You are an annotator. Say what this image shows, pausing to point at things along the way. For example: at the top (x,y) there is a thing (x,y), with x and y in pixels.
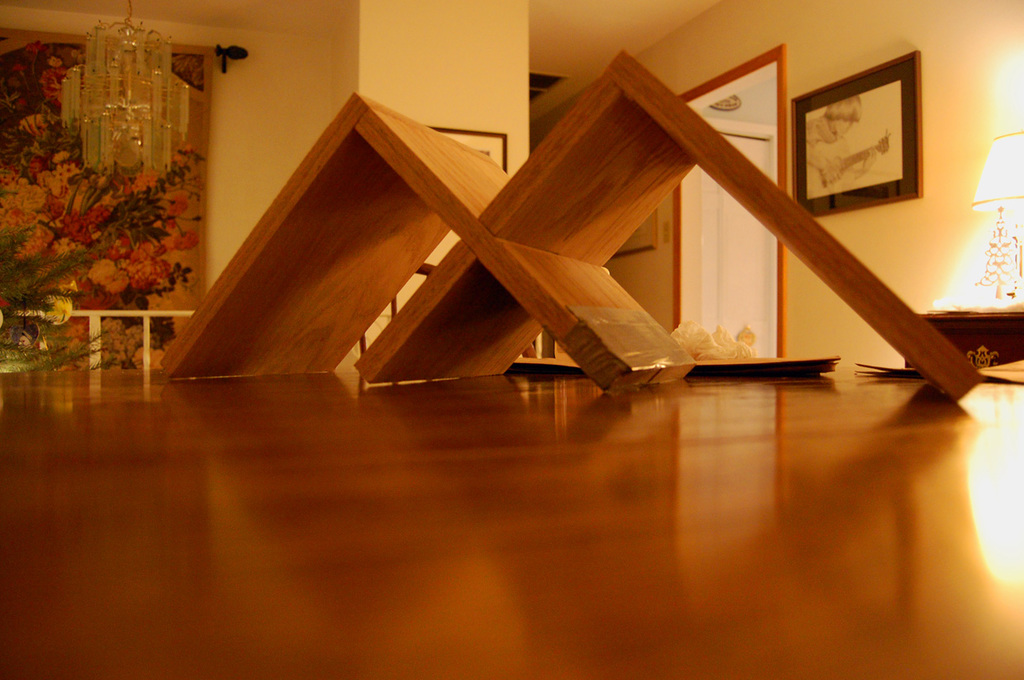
This image is taken indoors. At the bottom of the image (597,494) there is a table (505,497) with a few books (746,370) and a book stand (445,276) on it. In the background (443,116) there are a few walls (456,114) with picture frames (860,133), a door (762,141) and a chart (139,231) with a painting (129,205) on it. On the right side of the image (1004,193) there is a lamp (980,190) on the table (968,314). On the left side of the image (47,320) there is a Christmas tree (55,263). At the top of the image (595,25) there is a ceiling (581,60).
